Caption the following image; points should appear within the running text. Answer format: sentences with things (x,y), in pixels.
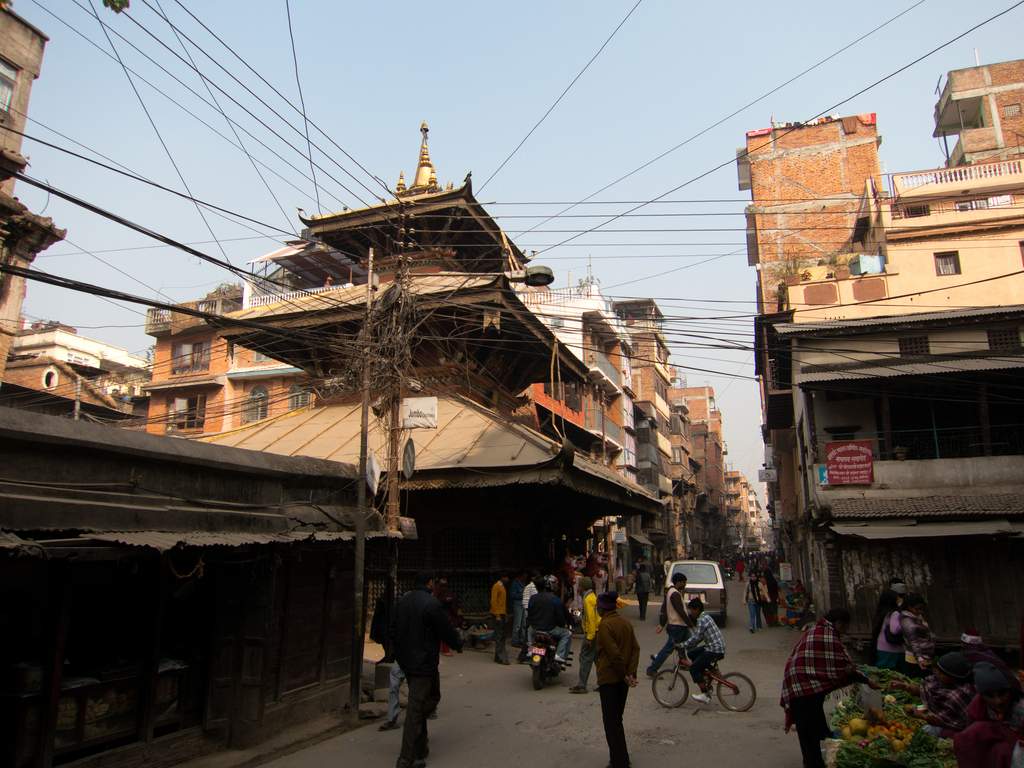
In this image I can see at the bottom (418,641) there are few people (558,626) moving on the road (533,689), there are buildings (651,397), in the middle (356,391) there is an electric pole (370,299) with cables (398,308). At the top (428,81) it is the sky (419,68).
